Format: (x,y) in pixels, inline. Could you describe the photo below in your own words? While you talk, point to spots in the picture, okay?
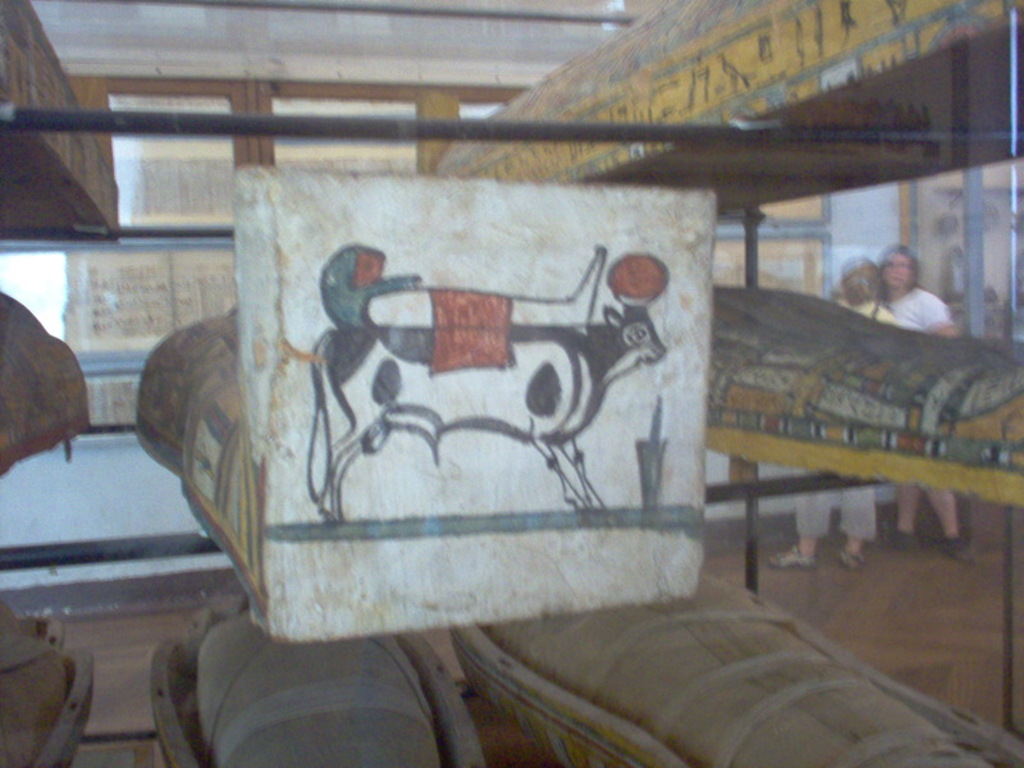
In this image I can see few caskets (60,715) in the front (782,306) and in the centre of this image (669,390) I can see painting (325,398) on a white colour thing (486,414). On the right side of this I can see two persons (904,532) are standing.
